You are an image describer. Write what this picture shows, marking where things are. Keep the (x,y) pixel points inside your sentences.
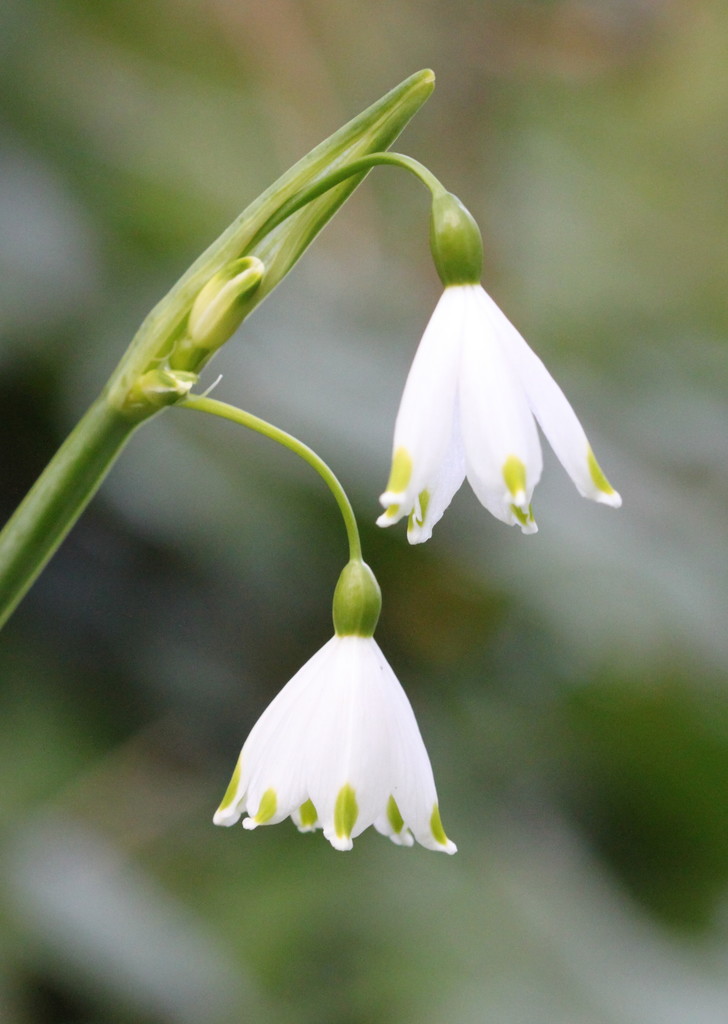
In this image there are some flowers (267,779), stem (239,267), background (13,400) is blurry.
